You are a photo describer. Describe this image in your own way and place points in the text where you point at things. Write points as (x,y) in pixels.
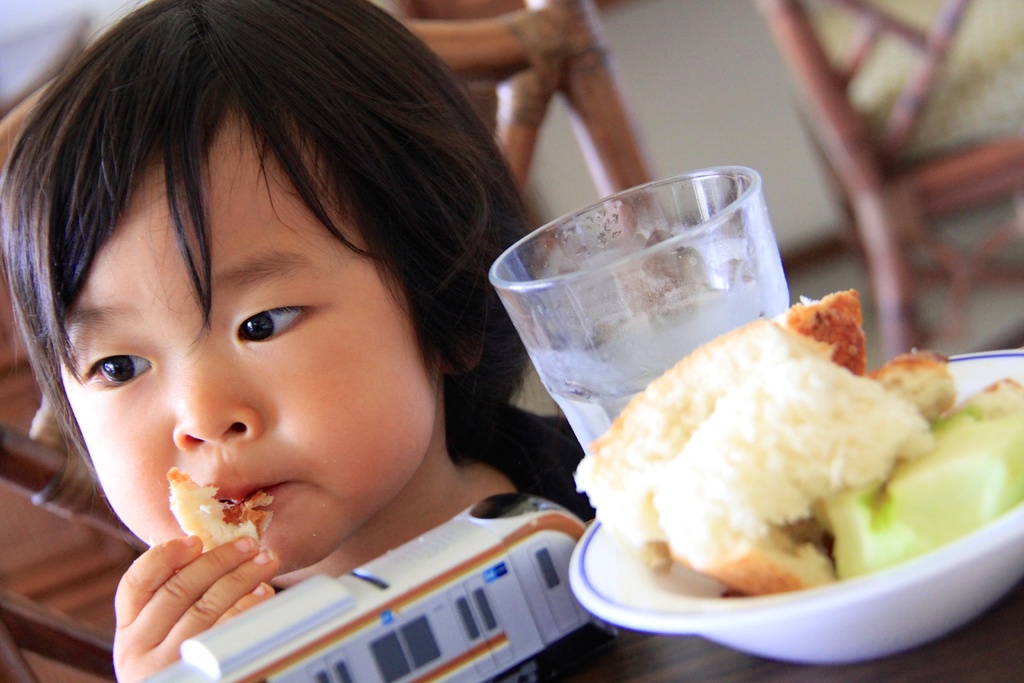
In this image we can see a child (422,308) holding some food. We can also see a table (669,650) beside her containing a toy (500,612), glass (588,386) and some food (794,554) in a plate (936,614) which are placed on it. On the backside (853,146) we can see some chairs (820,134) and a wall (740,147).
